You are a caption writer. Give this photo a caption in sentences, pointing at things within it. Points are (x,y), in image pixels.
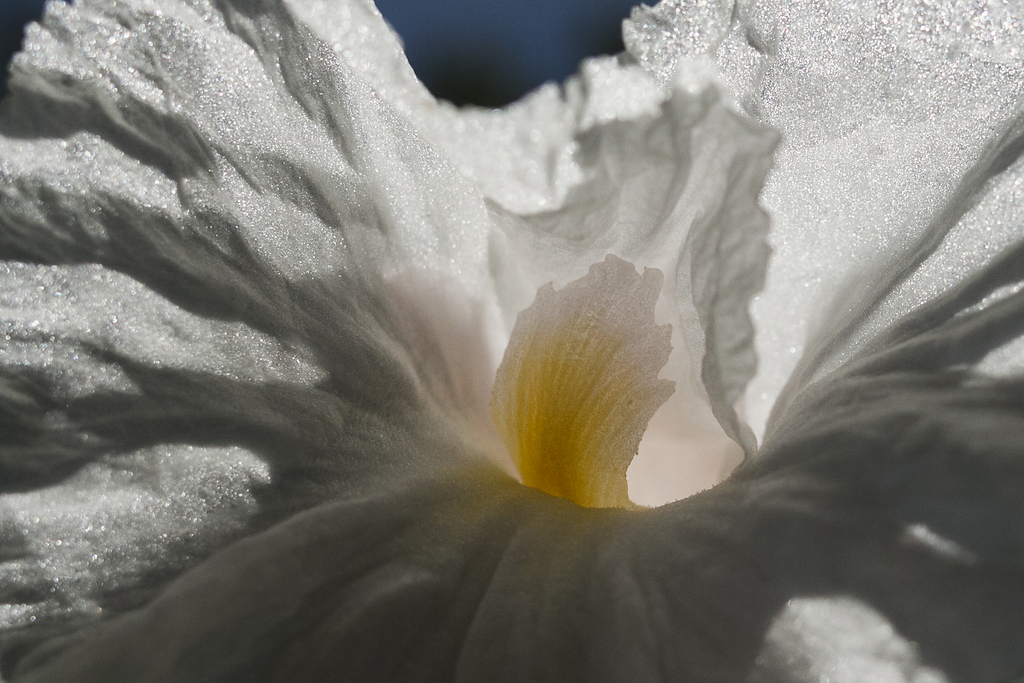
In this image I see a flower (687,65) which is of white and yellow in color and it is shining a bit and it is dark in the background (461,48).
